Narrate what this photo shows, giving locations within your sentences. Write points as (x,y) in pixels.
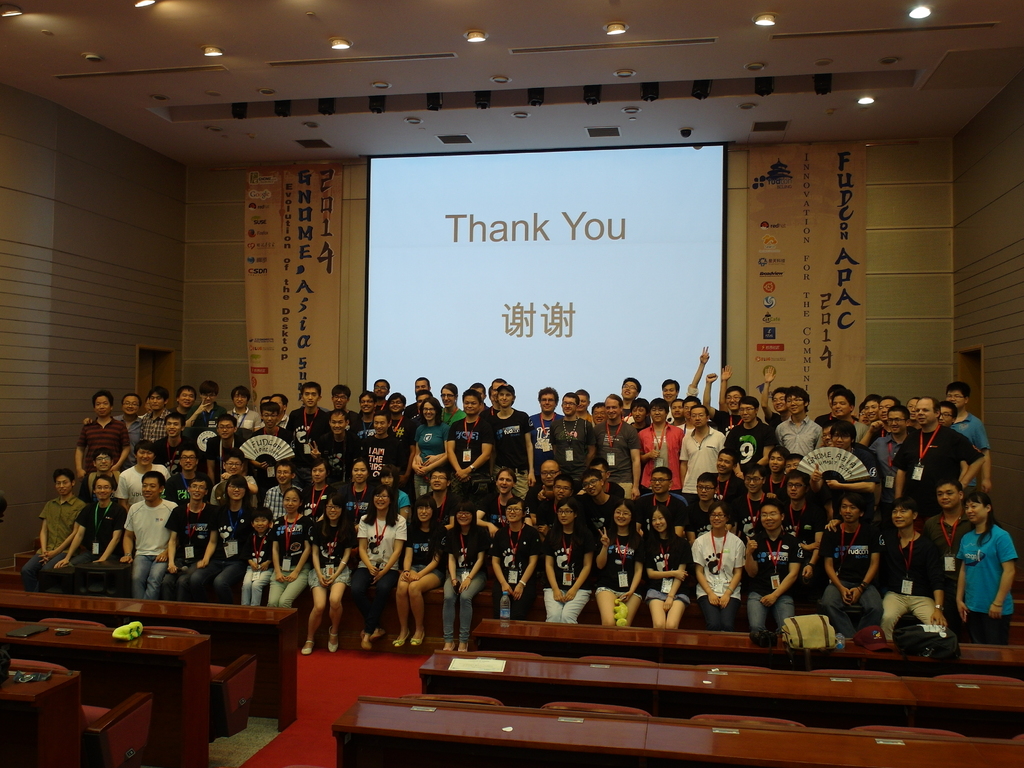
In this picture we can see some people (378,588) standing and some people (566,496) sitting here, in the background (611,356) there is a banner (799,303) and a projector screen (709,295) here, we can see desks (172,697) here, there are some lights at the top of the picture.
